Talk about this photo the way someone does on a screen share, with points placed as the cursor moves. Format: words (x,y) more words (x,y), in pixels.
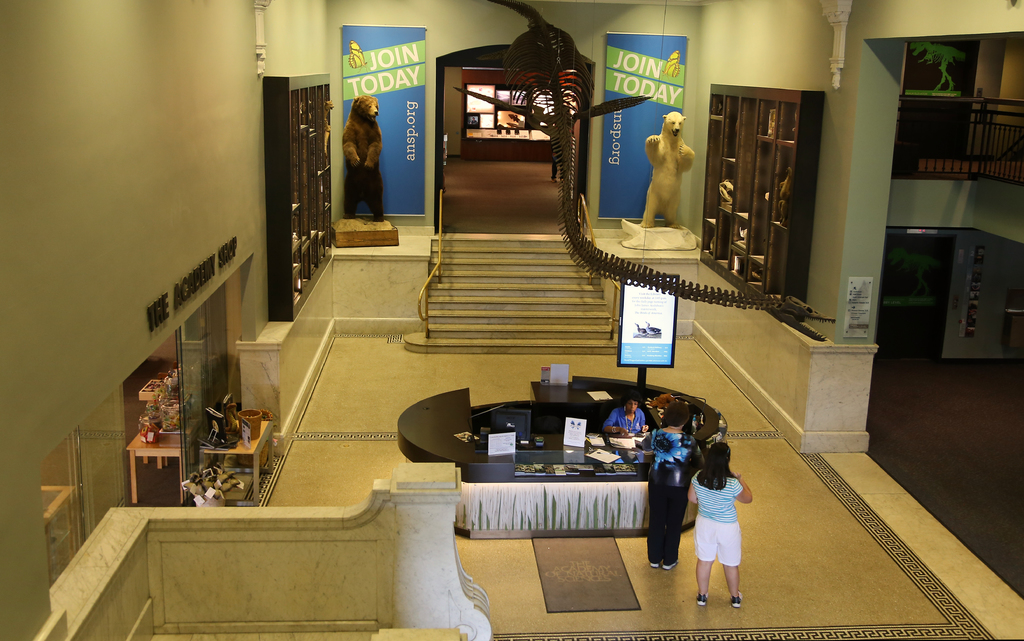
In this image we can see some people (677,470) beside a table (633,516) containing some papers (628,443) and devices (525,418) on it. We can also see a table (247,449) with some objects (209,481) on it, the skeleton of an animal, a staircase (544,289), statues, some objects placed in the cupboards (743,275) and the banners (411,199) with some text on them. On the right side (861,306) we can see a paper (859,320) and some pictures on a wall (841,327) and the railing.
